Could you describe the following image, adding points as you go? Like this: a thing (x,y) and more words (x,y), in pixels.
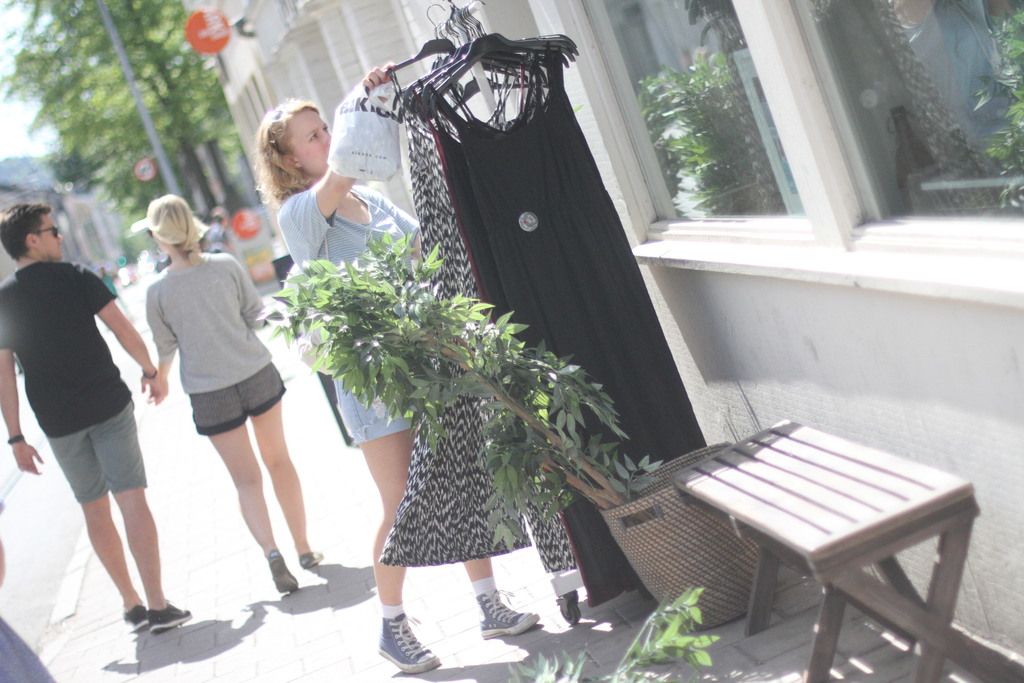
in this image i can see a table (809,482). at the right (731,255) i can see a building (878,132). there are plants (429,363). at the center (367,247) there is a woman (326,181) holding a hanger (464,69). there are many dresses (477,146) to the hangers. at the left (138,339) there are two people (220,348) walking. behind them there is a tree (148,97).
